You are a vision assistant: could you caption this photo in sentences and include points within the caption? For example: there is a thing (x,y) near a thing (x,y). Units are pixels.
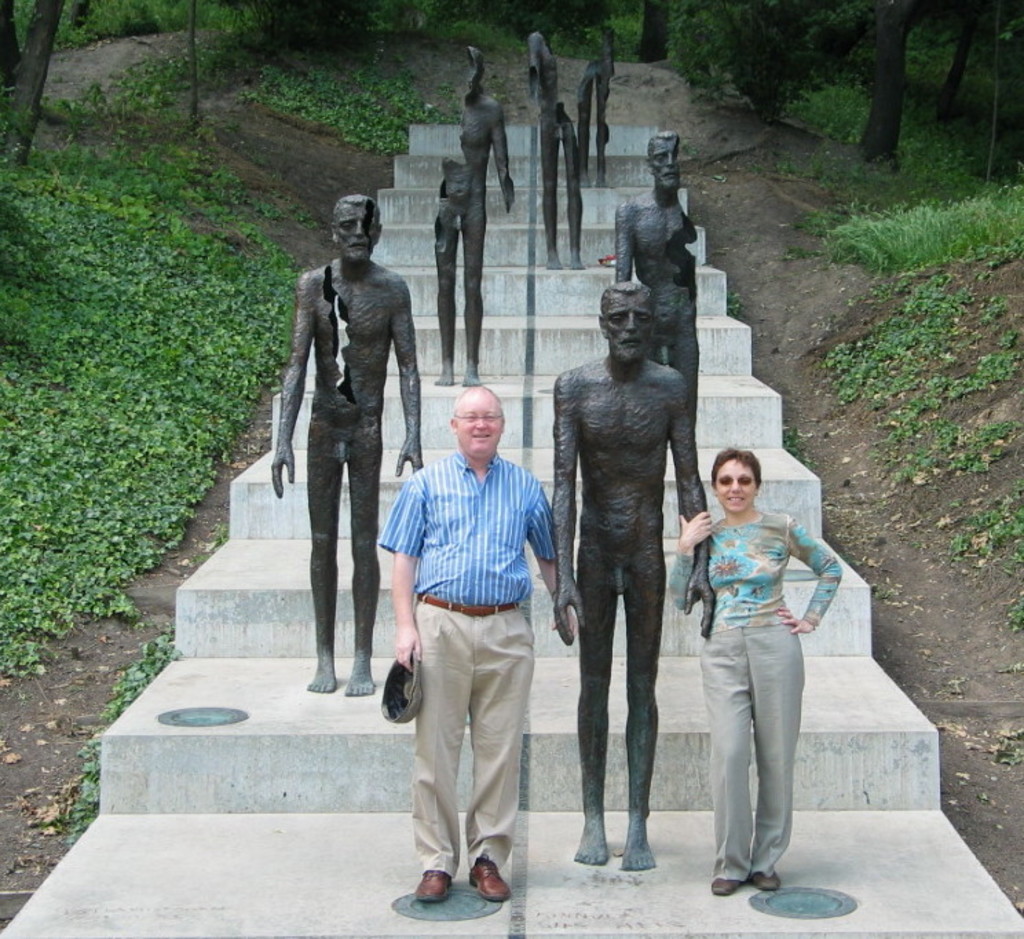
In this picture we can see two persons (706,653) standing, there are some statues (601,426) and stairs (520,248) in the middle (647,375), there are some plants (178,357) and trees (344,35) in the background (330,1).
